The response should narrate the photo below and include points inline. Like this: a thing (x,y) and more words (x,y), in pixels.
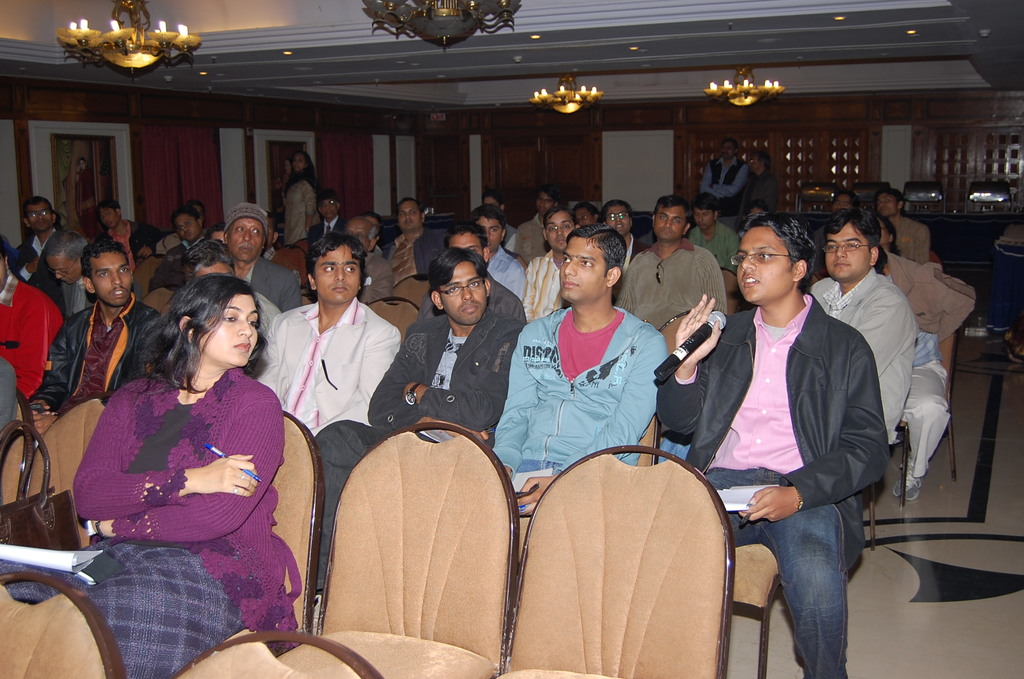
This is the picture of a room (991,298). In this image there are group of people (327,380) sitting on the chair (402,630). In the foreground (249,511) there is a woman (264,456) sitting and holding the pen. There is a person (771,229) with black jacket (826,416) is sitting and holding the microphone (667,369) and he is talking. At the back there is a door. At the top (509,28) there are lights (743,101).
